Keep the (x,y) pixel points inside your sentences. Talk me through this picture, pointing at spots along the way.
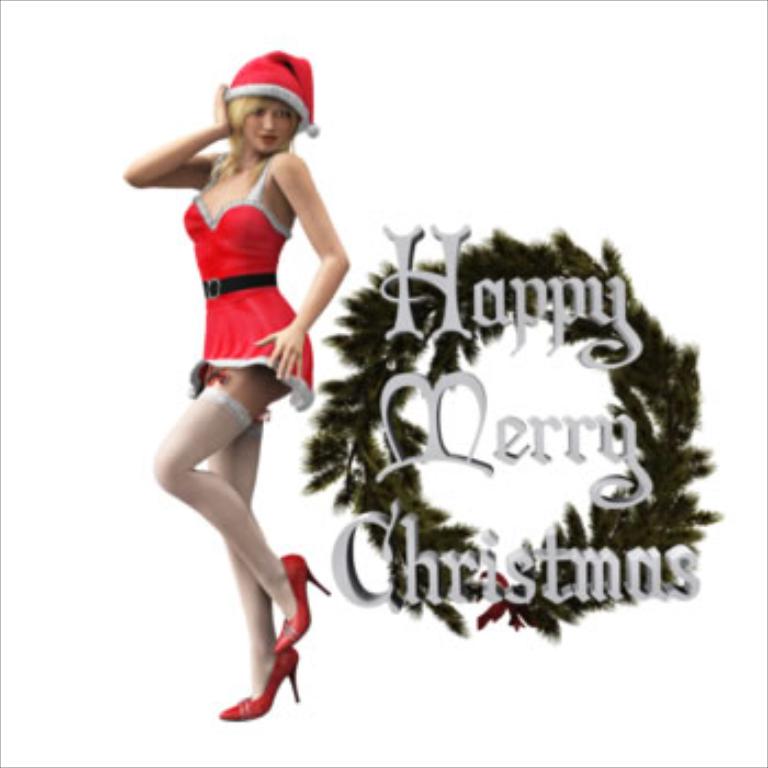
It is an edited picture, there is a woman (241,242) and she is wearing red dress (229,276) and beside the women (236,338) there are Christmas wishes (556,456).
